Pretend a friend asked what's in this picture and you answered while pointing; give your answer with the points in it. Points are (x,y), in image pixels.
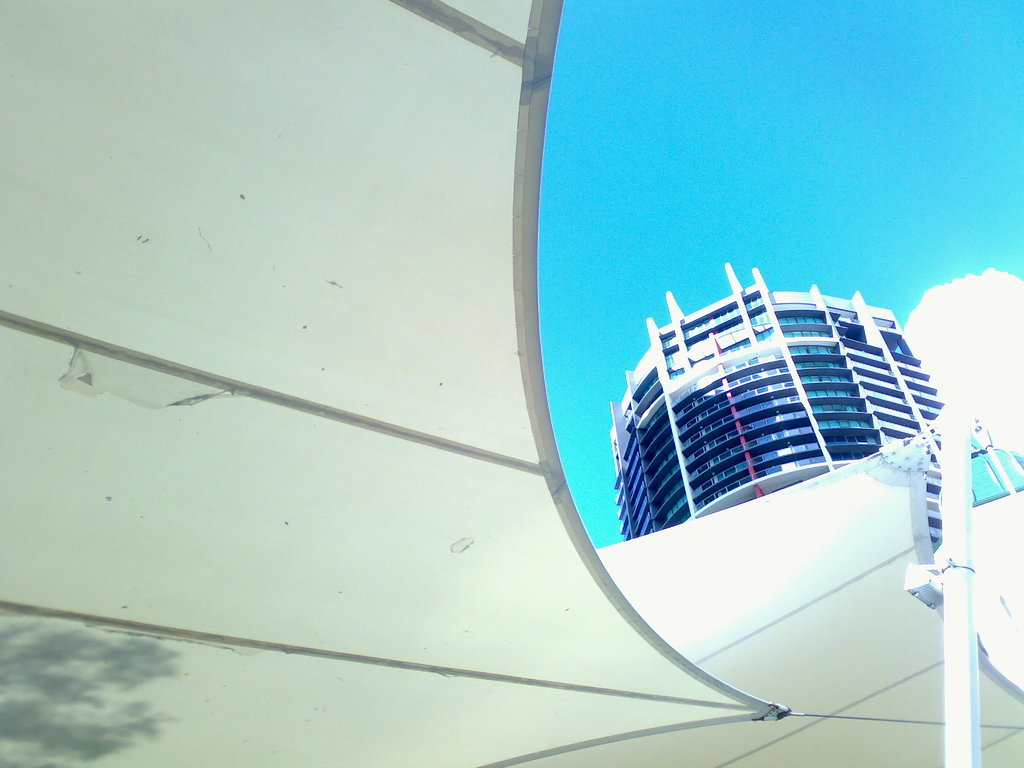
In the picture we can see a part of the shed (157,440) and behind it, we can see the building (735,352) with many floors (724,347) and in the background (768,188) we can see the sky (979,350).
